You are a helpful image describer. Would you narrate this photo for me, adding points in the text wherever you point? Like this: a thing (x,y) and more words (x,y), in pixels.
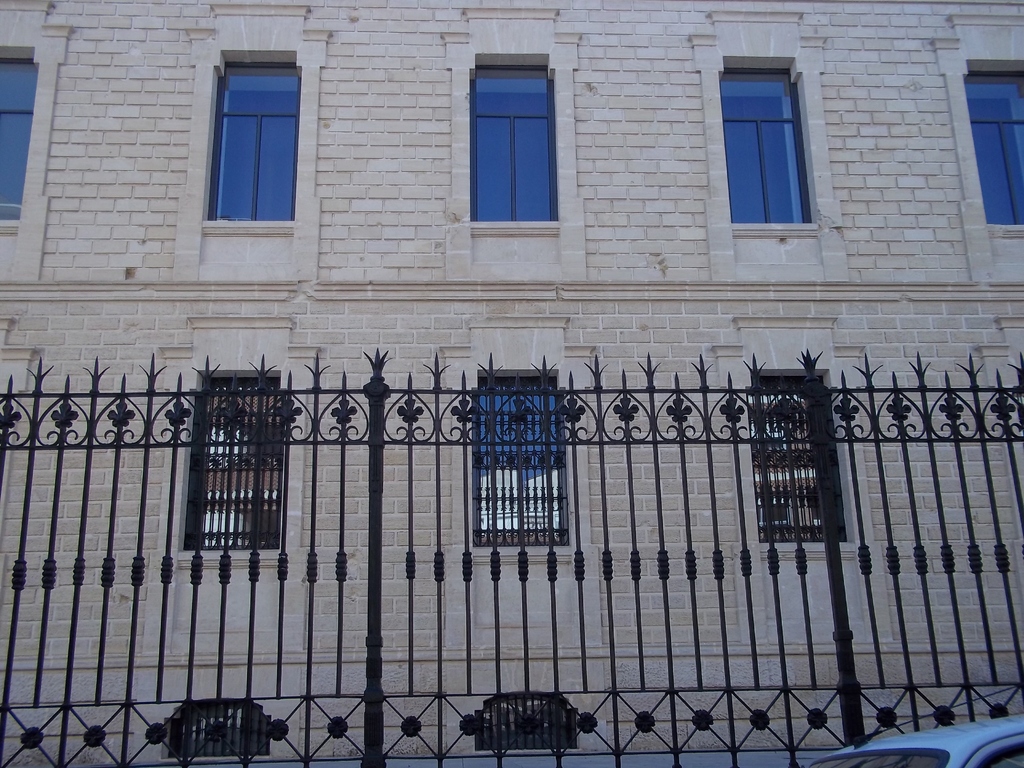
In this image there is a fencing (771,518), behind that fencing (375,406) there is a big building (996,216) with windows (1014,148) and glasses (781,133).
